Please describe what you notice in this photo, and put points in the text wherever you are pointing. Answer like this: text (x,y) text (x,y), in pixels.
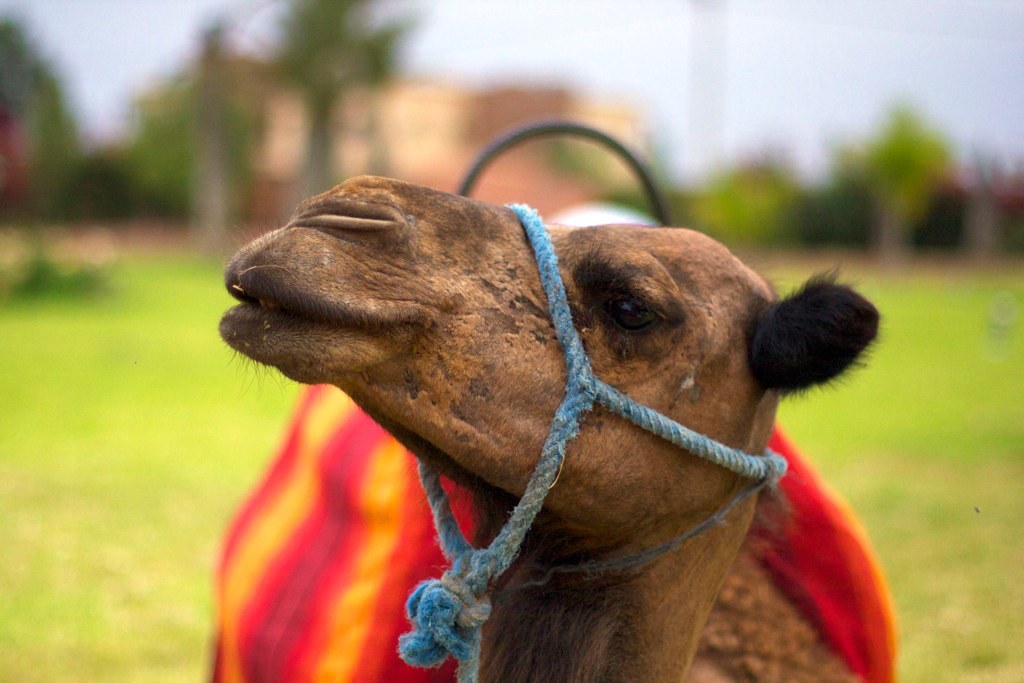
In this image in the front (504,433) is a camel (571,464) and the background (326,112) seems to be blurry, there are trees (248,127) and there is grass (941,319) on the ground (785,294).
